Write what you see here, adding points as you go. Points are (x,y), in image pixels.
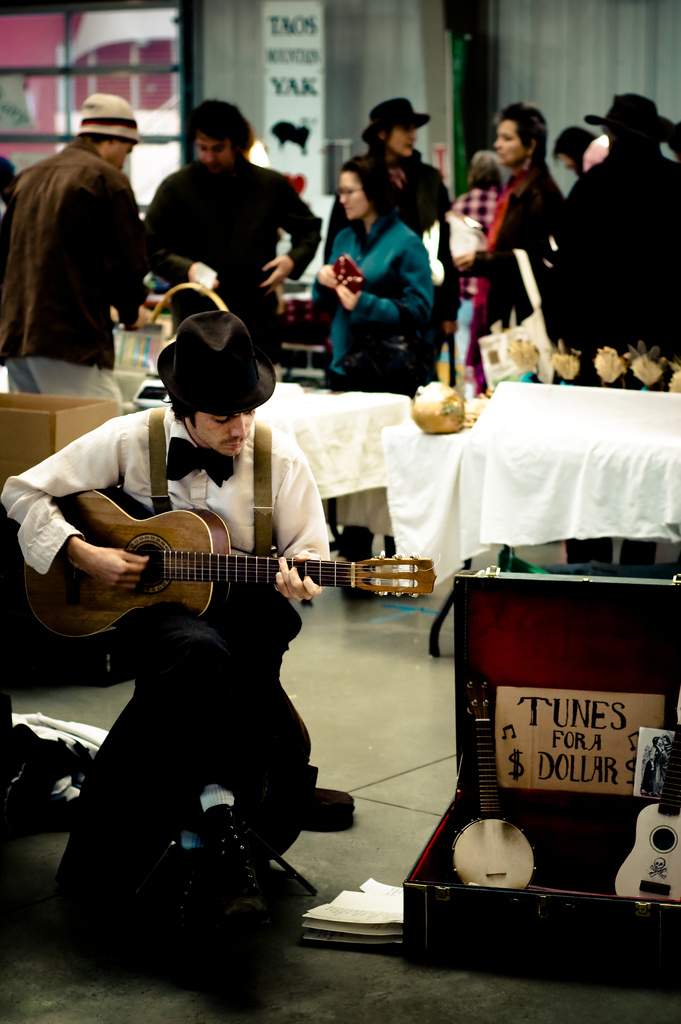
In this image, there are some persons (170,188) wearing colorful clothes (48,198). This person (233,545) is playing a guitar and wearing a hat (202,351). There is a table (371,413) behind this person (261,485) and covered with cloth (577,408). There are some persons (60,203) standing behind this table (332,401). There is a box (46,423) behind this person (85,473). There is a window (133,49) attached to the wall (208,46).
